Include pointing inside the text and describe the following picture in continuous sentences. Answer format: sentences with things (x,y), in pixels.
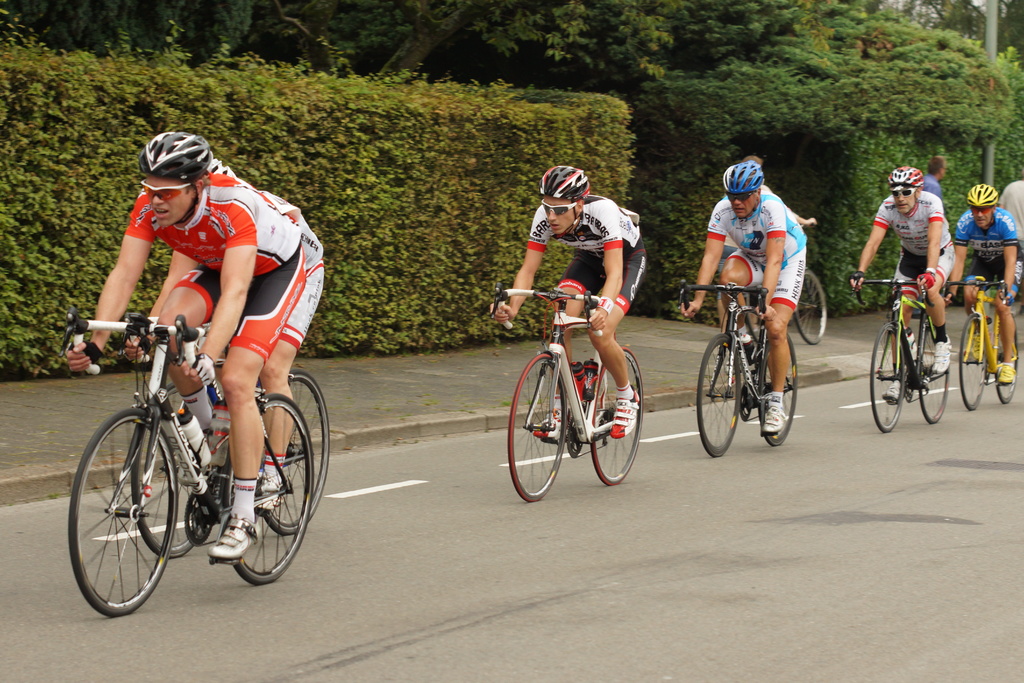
In this image I can see the road (768,513) and number of persons (763,254) are riding bicycles (544,362) on the road (759,498). In the background (377,395) I can see the side walk (387,408), a person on the sidewalk (433,369), few trees (883,135) and a metal pole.
